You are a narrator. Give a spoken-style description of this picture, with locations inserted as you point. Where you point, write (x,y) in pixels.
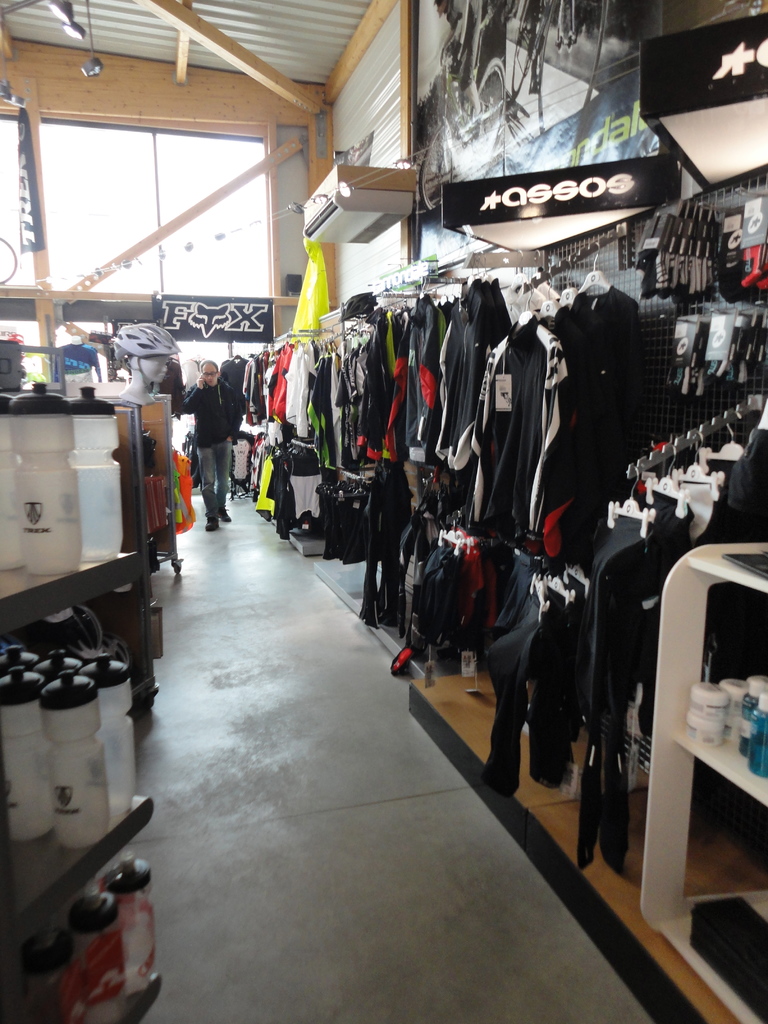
In this picture I can see the inside view of the clothing shop (366,327). On the right (585,325) I can see many t-shirts (435,590) and trouser (512,642) which are hanging on the hangers (631,509). In the bottom left (67,761) I can see some bottles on the grey color racks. In the back (222,426) there is a man (211,361) who is holding a mobile phone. On the left (22,708) I can see the water bottles (58,711), helmets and other objects (156,444) on the racks (120,427). In the top left (60,7) I can see the banner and lights (90,63) which are hanging from the roof (114,38).
